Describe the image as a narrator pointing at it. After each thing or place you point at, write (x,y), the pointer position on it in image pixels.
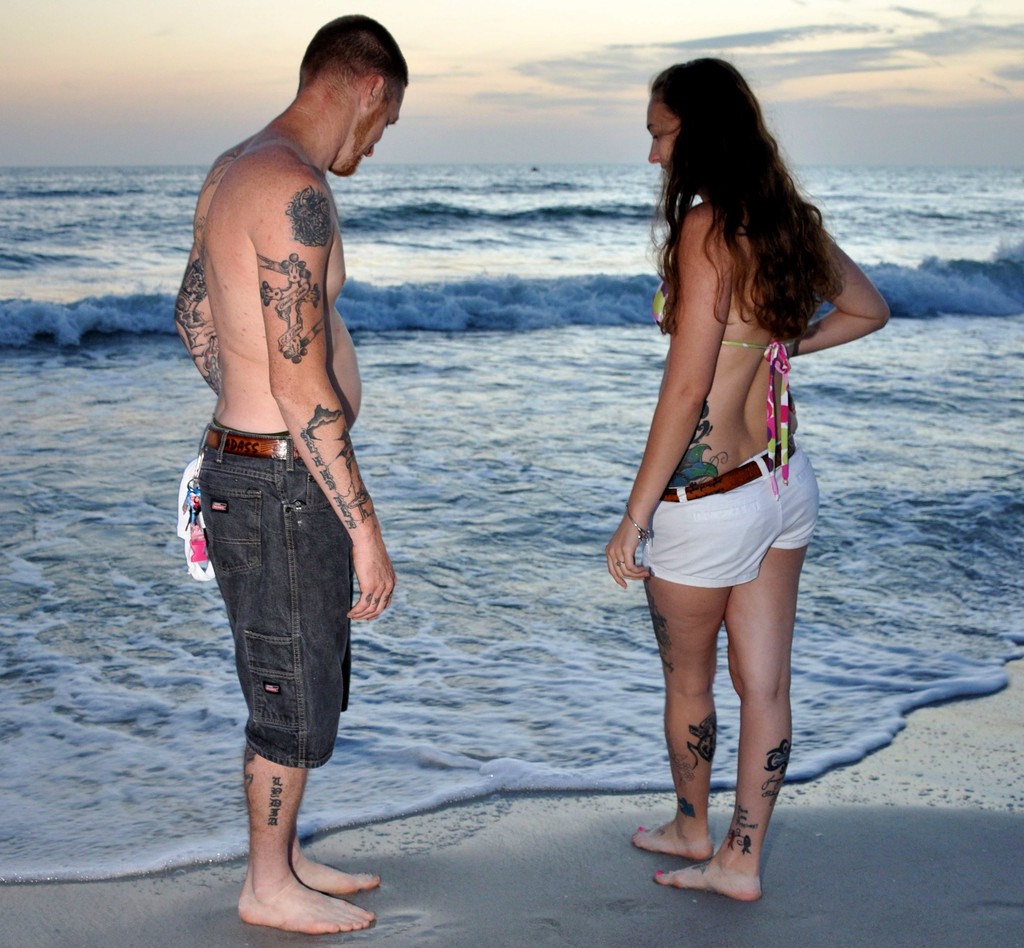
2 people (726,499) are standing on the sand (559,842). There are tattoos (706,748) on their bodies (268,786). There is water (495,343) at the back (495,343) and sky (485,50) at the top (481,41).
